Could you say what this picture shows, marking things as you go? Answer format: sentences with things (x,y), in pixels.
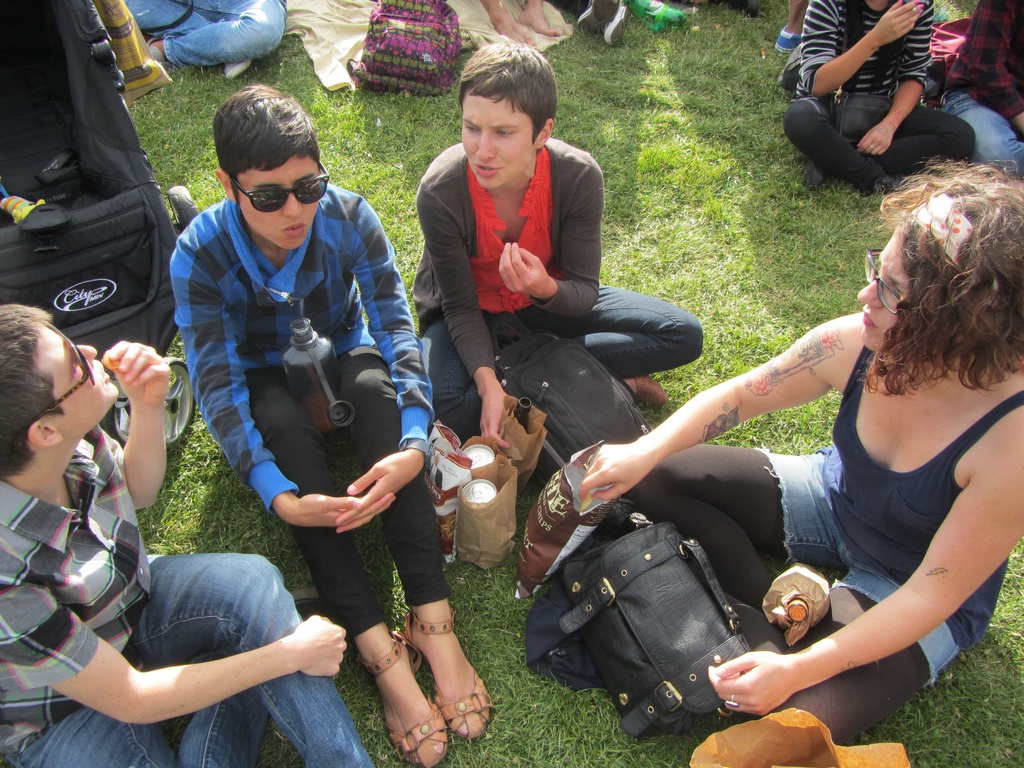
In this picture there are people (401,515) sitting on the grass (765,26). In the picture there are tins (484,451), packs (581,518), bags (670,566) and grass (689,214).
